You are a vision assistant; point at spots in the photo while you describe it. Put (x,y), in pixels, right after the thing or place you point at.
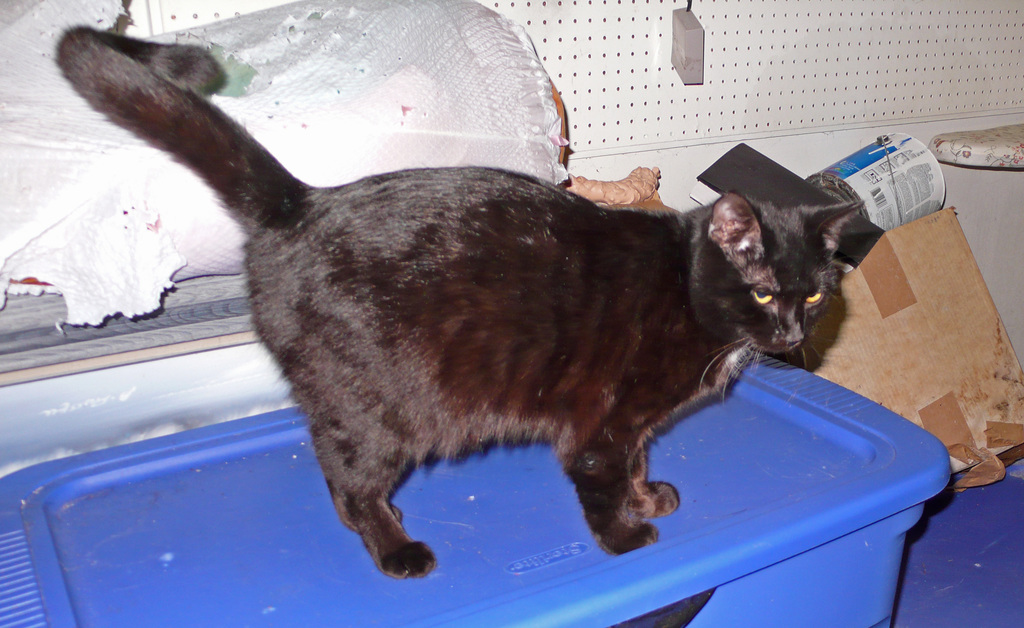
This image is taken indoors. In the background (969,54) there is a wall (969,54) and there are a few objects (188,206). On the right side of the image (888,187) there is a bucket (874,183) and there is a cardboard piece (918,350). At the bottom of the image (593,570) there is a blue colored object (530,530) on the floor (932,590). In the middle of the image (456,378) there is a cat (653,413) on the blue colored object (558,467). The cat (536,323) is black in color.
